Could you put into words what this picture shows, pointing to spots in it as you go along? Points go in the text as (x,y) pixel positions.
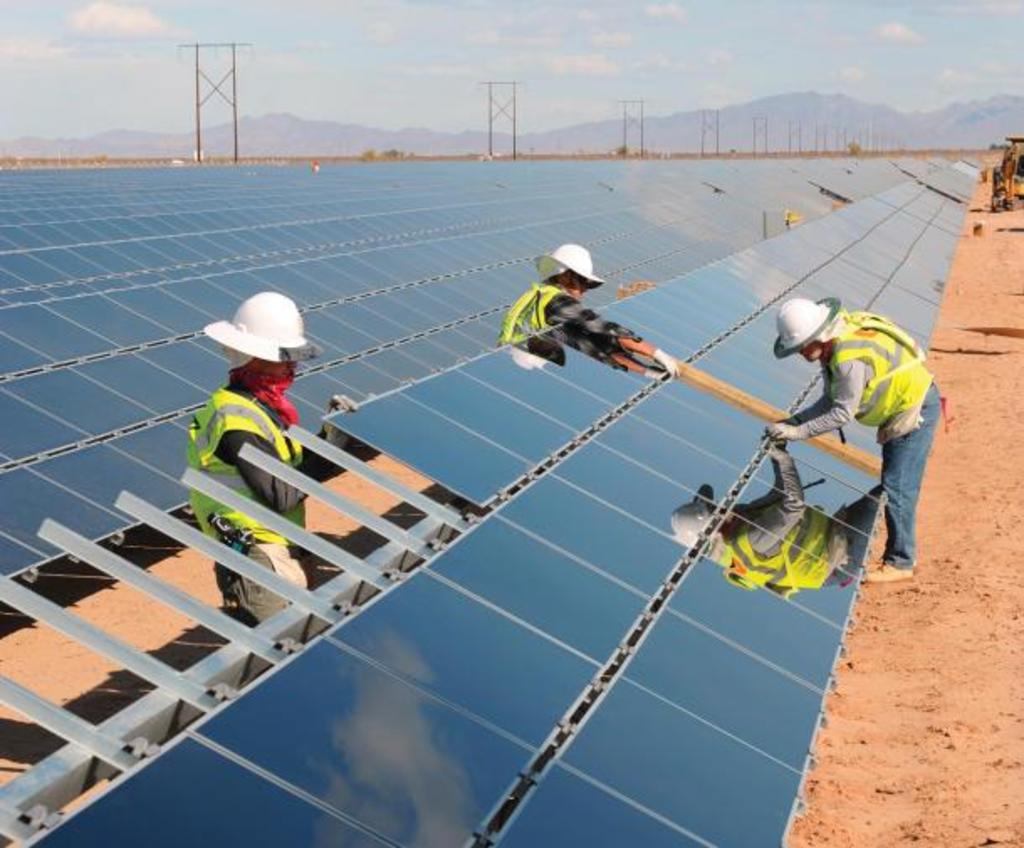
In this image we can see three persons (910,520) wearing uniforms (246,428) and helmets (540,268) are standing on the ground (352,540). One person (587,331) is holding a stick (851,449) in his hand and one person (210,470) is holding a glass panel (401,432) in his hand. In the background (208,393) we can see a group of panels (20,323) placed on the ground (970,331), poles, mountains (799,125) and cloudy sky (515,52).
